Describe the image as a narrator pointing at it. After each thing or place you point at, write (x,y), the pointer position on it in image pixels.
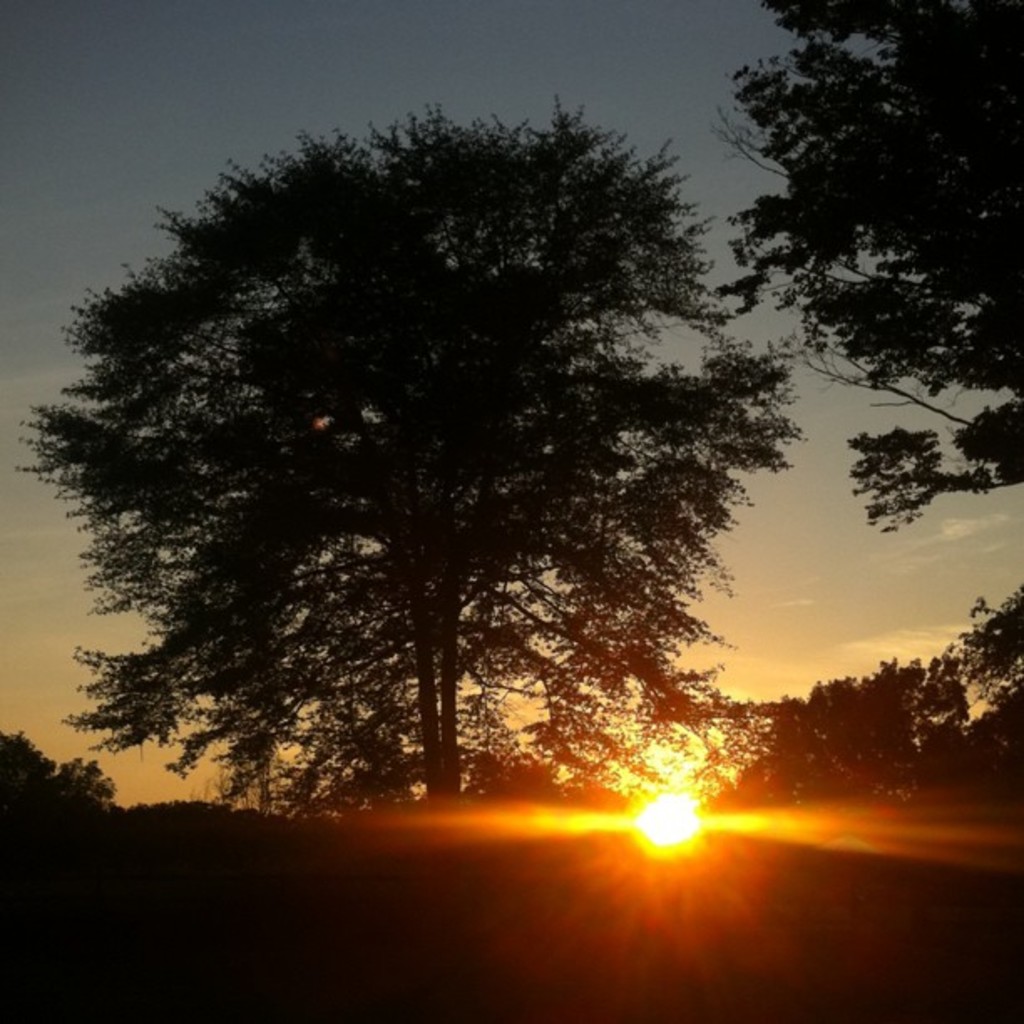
In the image there are trees (391,277) in the front (688,860) with sun (678,799) in the middle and above its sky (230,101).
